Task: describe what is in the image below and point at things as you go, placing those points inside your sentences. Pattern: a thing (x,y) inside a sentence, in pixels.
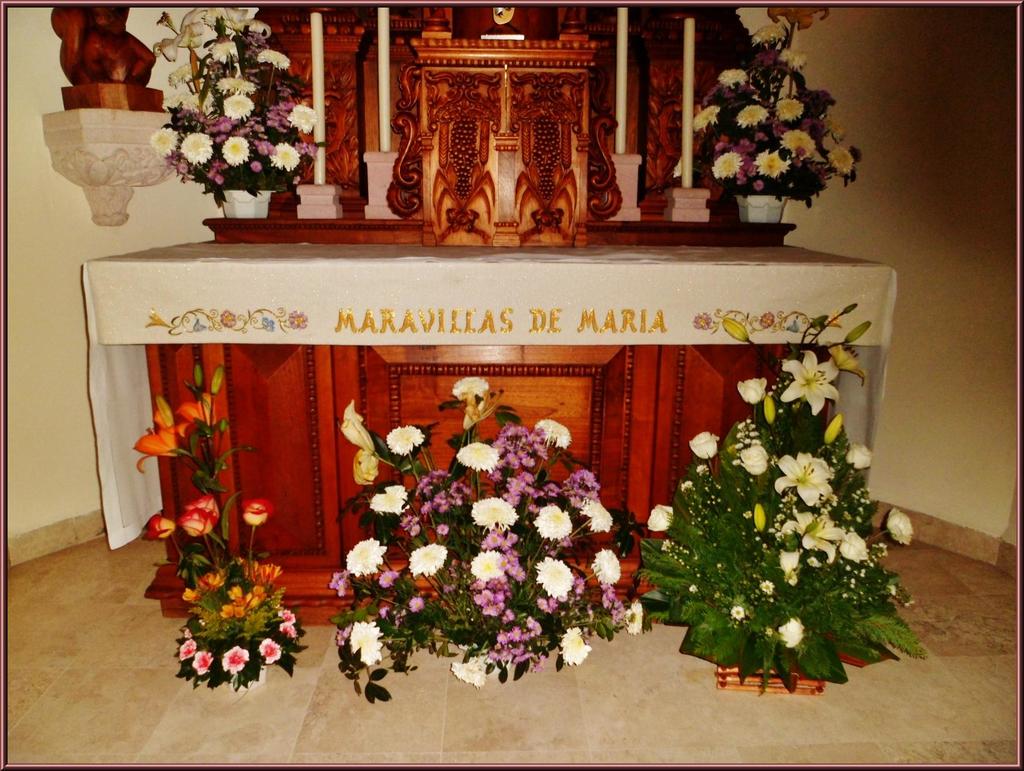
This is a photo. In this picture we can see a table (543,383), text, bouquets (834,499), cloth (472,315). In the background of the image (29,129) we can see the wall (904,483). At the bottom of the image (984,625) we can see the floor (996,639).
